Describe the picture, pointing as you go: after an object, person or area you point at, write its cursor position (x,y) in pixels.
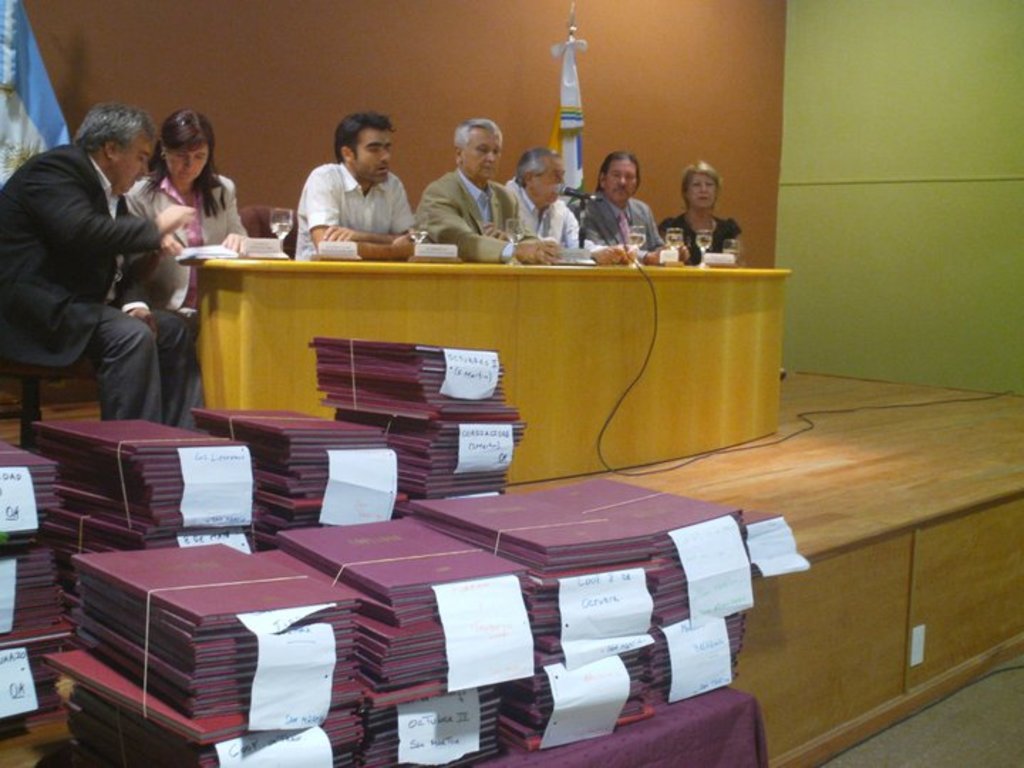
To the bottom left of the image (238,555) there are many maroon files (90,450) with papers (295,667). Behind the files (595,510) there is a stage (787,421). On the stage (787,421) there are few people (175,211) sitting. And in front of them there is a table (626,271) with name boards (567,250), glasses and also there is a mic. And in the background (505,73) there is a wall (582,32). And to the right corner of the image (1017,95) there is a green wall (858,91).
